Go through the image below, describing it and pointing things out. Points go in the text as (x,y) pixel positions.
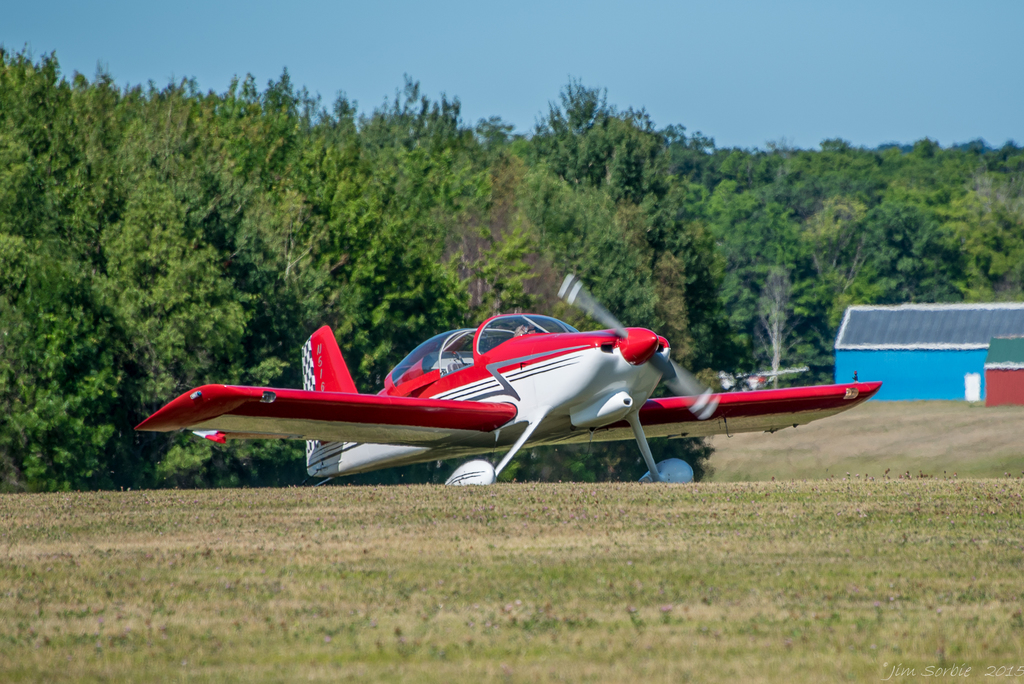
In this image we can see a plane (563,387) on the ground (291,678). In the background (488,186) there are trees (518,267), houses (993,335) and sky (150,3).
